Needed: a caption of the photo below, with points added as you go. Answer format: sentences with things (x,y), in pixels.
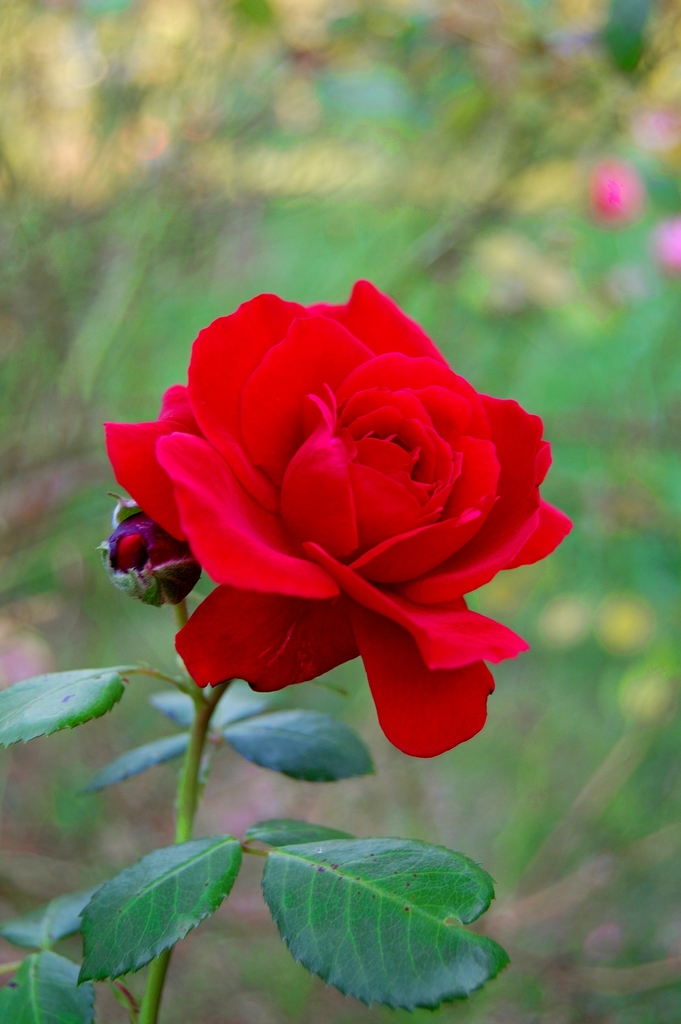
In this image we can see a rose flower (381,549) with a bud (158,530) to the stem (201,726).
